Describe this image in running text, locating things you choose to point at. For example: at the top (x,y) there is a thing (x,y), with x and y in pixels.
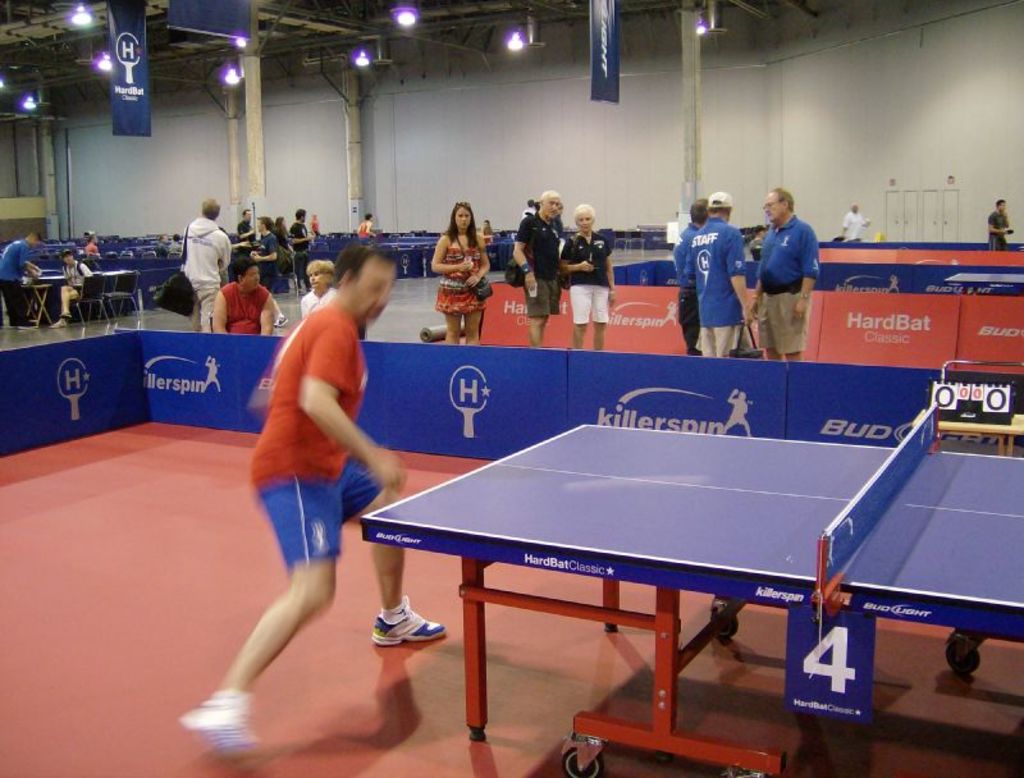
This image is in an indoor stadium (502,499), in front of the image there is a person (322,418) playing table tennis, in front of the person (324,387) there is the table (530,560), behind the person (386,479) there are a few sponsor hoardings (519,394), behind the hoardings (514,365) there are a few people (717,274) standing and sitting in chairs (114,288) and there are a few empty chairs (112,280) and tables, in the background of the image (113,192) there is a wall (221,205) and there are a few banners (116,66) hanging from the top of the ceiling (58,74) with lamps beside them.
